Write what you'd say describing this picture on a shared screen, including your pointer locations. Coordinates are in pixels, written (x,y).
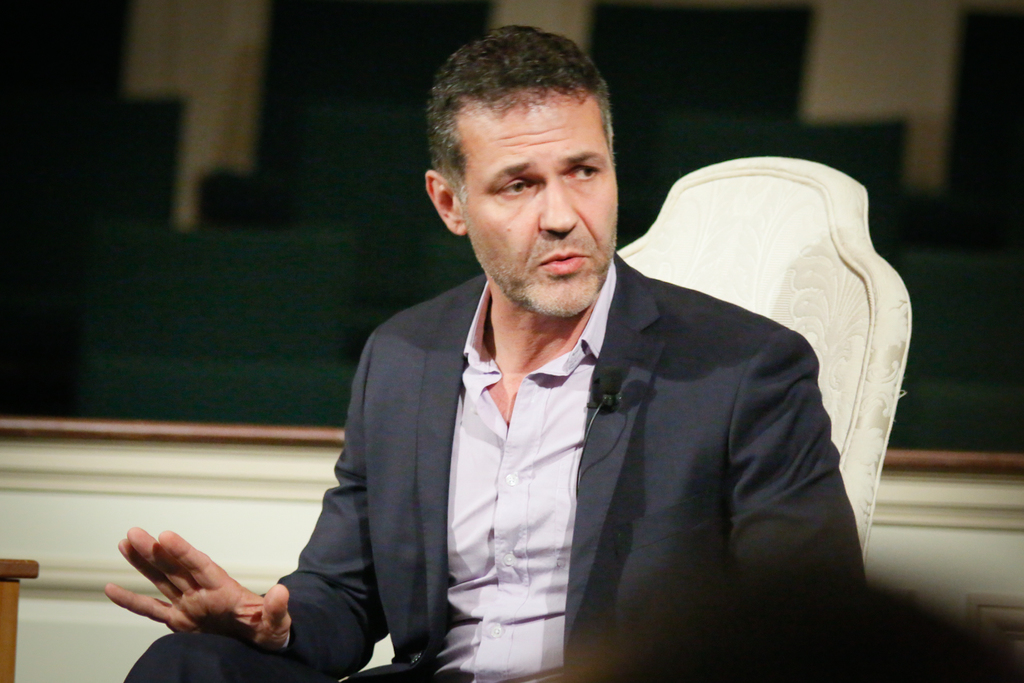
As we can see in the image there is wall (78,520), a man (455,484) wearing black color jacket (813,508) and sitting on chair (860,355).
